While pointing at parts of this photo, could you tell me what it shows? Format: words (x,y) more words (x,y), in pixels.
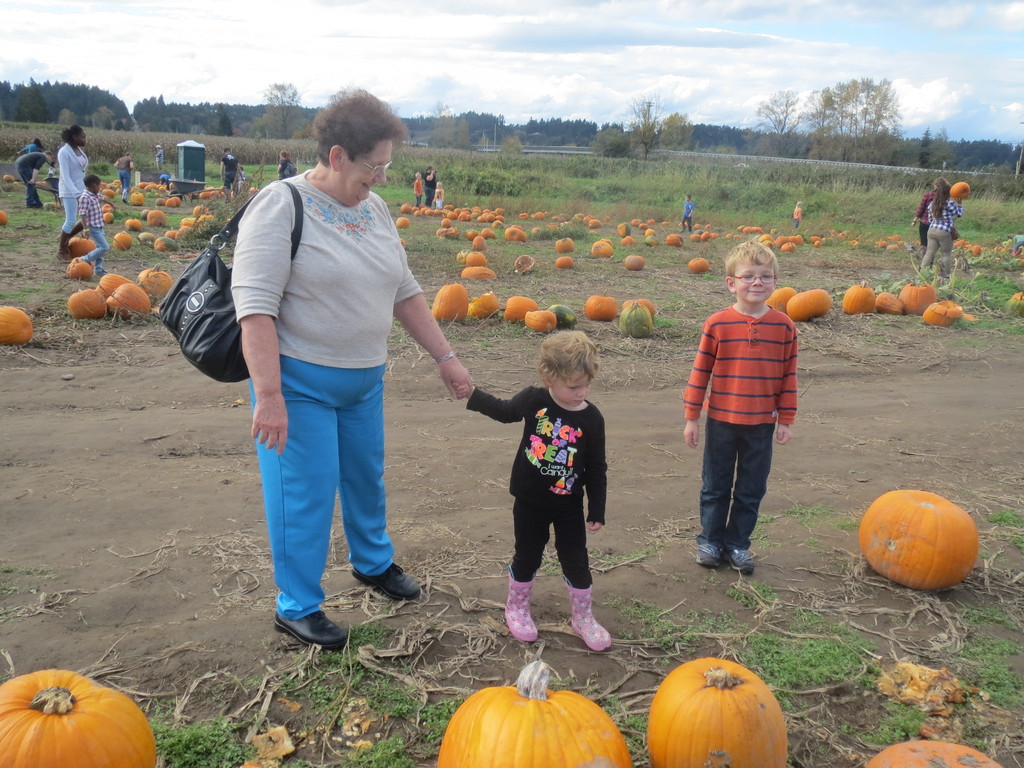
There is a woman (397,139), wearing a handbag (169,300), smiling, standing and holding hand (460,393) of a child (560,377) who is in black color dress (556,438) and is standing on the ground (619,607). On the right (774,336), there is a child (756,291) in orange color t-shirt (758,345), standing and smiling. In front of them, there are pumpkins (916,501) on the ground (860,632). In the background (926,301), there are pumpkins (91,307), there are persons (944,242), trees (860,150), plants (870,186) and grass (638,176) on the ground (603,176) and there are clouds (932,15) in the sky (327,20).
